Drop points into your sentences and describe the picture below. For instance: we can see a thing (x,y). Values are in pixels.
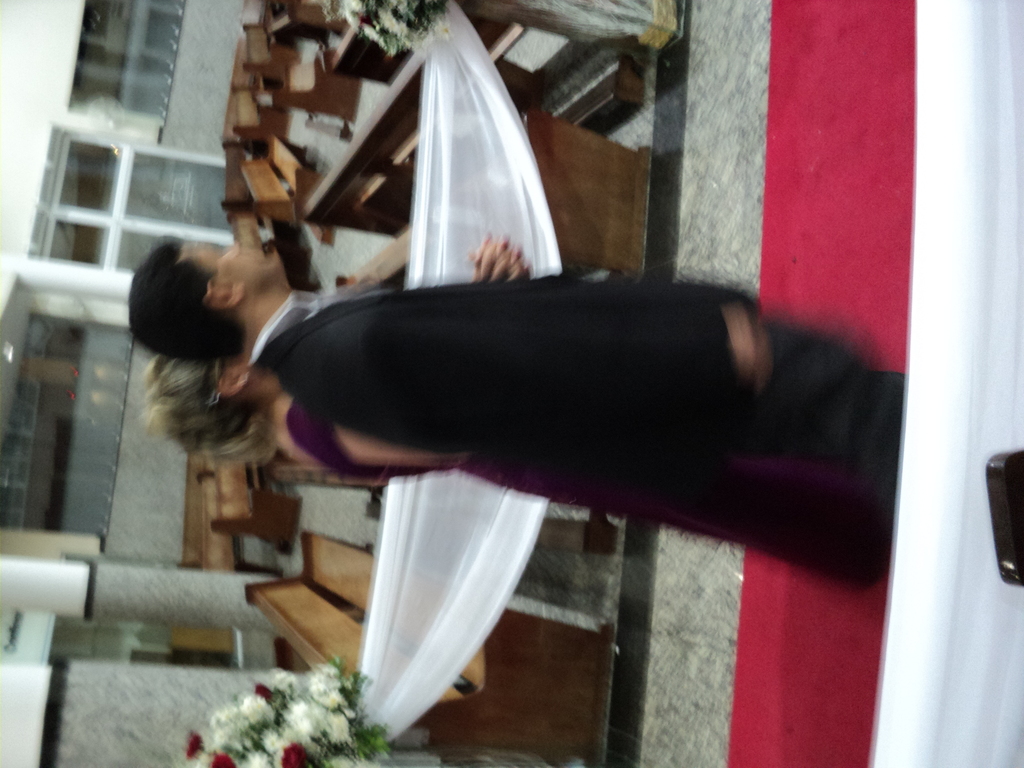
In this picture I can see there is a man (369,336) and a woman (165,368) holding their hands (505,267) and walking on the red carpet (783,652) and there are benches (324,620) in the backdrop (288,563) and they are decorated with flowers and there are pillars (108,605) and windows (98,368) in the backdrop (102,341).
